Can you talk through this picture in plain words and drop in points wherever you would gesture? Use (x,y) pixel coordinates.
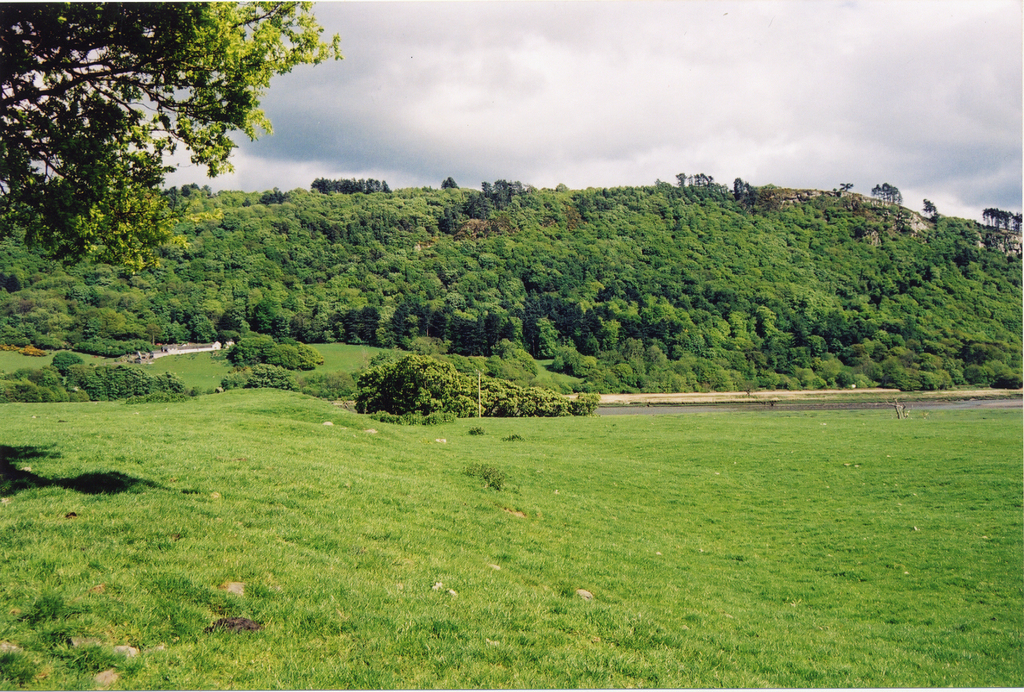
In the image there is a lot of grass (340,350) and trees (572,237).
